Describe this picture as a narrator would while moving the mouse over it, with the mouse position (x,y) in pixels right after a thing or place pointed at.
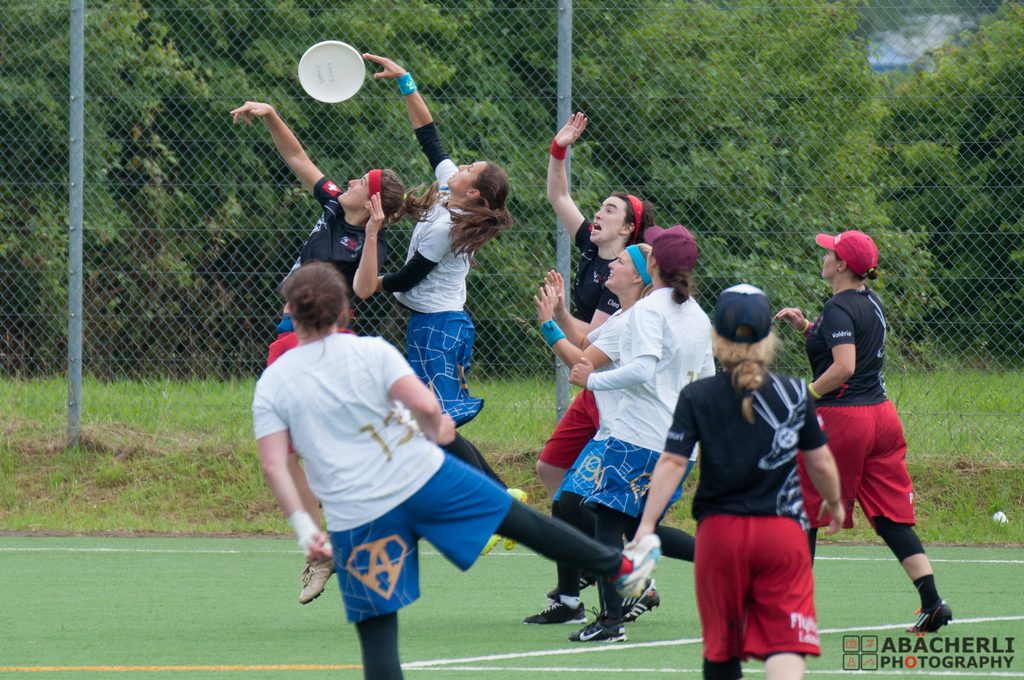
In this image we can see one white color object (342,68) looks like a disc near the fence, some people (505,517) playing on the ground (903,672), one fence (751,192), one object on the ground (995,554) on the right side of the image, two objects (938,23) on the top right side of the image (920,33), some trees (876,213) in the background (986,122), some grass (1018,533) on the ground (892,597), some text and images (847,657) on the bottom right side of the image (981,654).
